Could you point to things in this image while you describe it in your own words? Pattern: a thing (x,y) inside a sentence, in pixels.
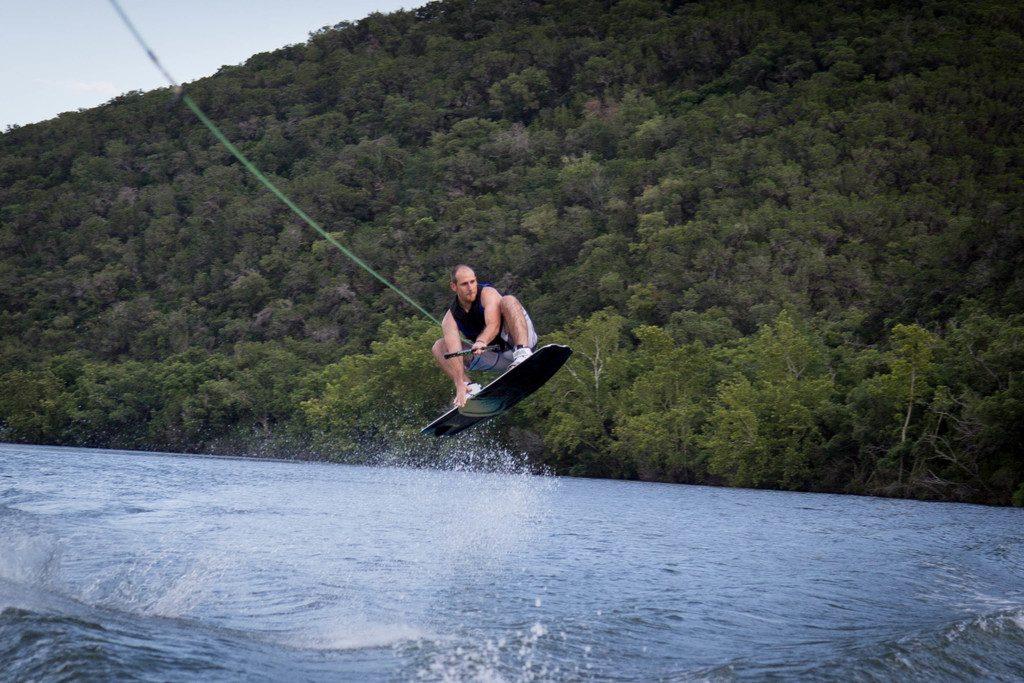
In this image we can see a person (465,382) on the surfing board (442,420) holding a rope (288,205). In the background of the image (369,94) there are trees (328,183). At the bottom of the image (357,587) there is water (482,604).
